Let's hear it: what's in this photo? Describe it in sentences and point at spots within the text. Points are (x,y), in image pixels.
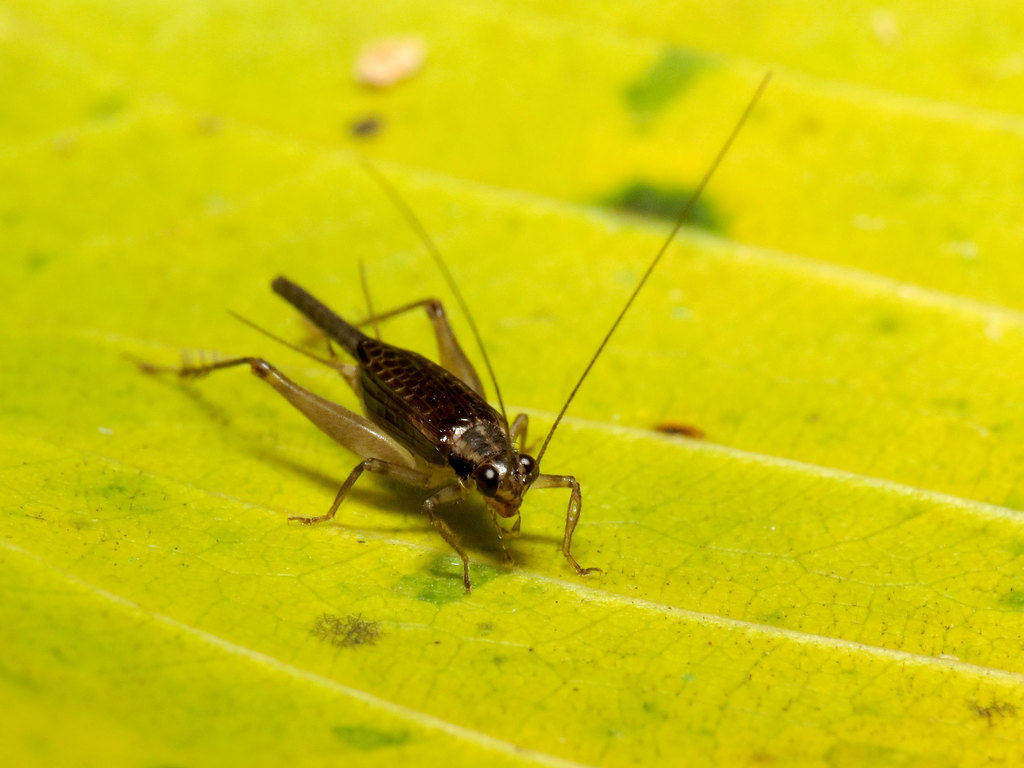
In this image there is a cricket (432,447) on a leaf (276,407).
